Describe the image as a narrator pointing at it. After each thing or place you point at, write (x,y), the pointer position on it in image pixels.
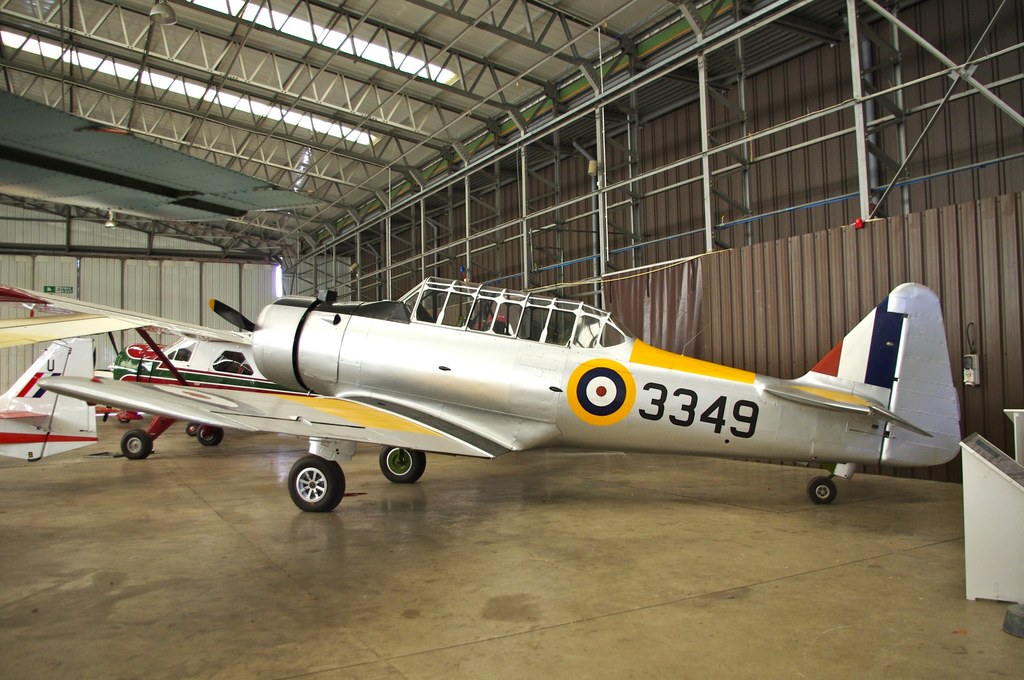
In this picture we can see there are aircrafts (239,379) on the floor (343,530). Behind the aircraft's (215,361) there is a sign board (70,291) on the iron wall (101,286) and at the top (198,75) it looks like a light (160,14) and some iron rods (291,82).
